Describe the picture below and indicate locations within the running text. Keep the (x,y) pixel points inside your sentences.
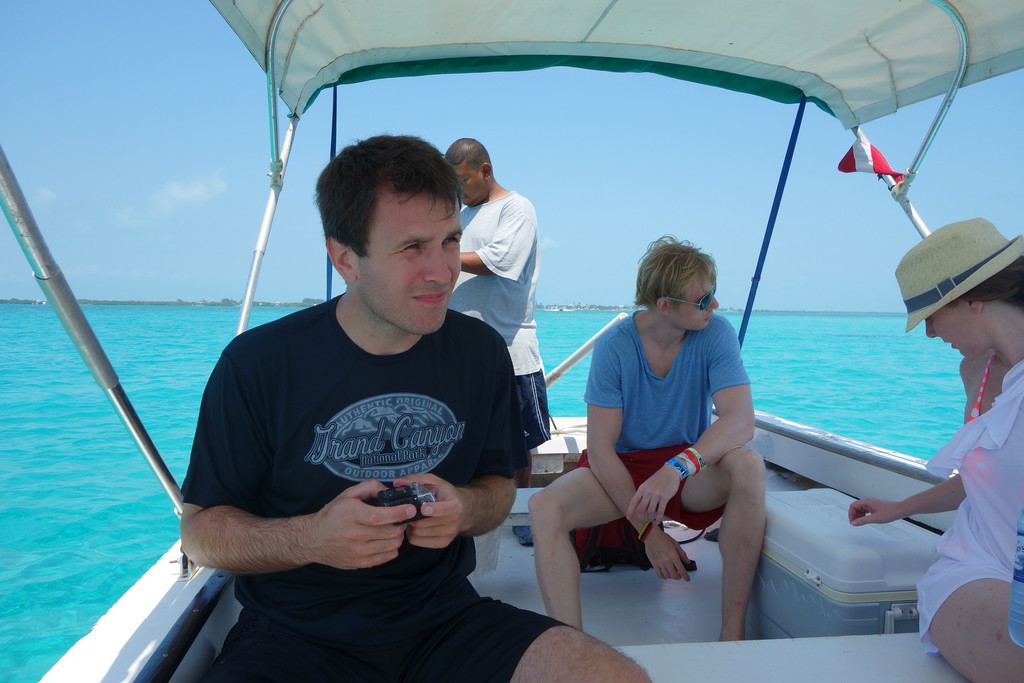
In this image we can see a group of people (389,388) are sitting on the boat (884,458), at back a man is standing, here is the water (40,381) in blue color, at above here is the sky (524,157).
